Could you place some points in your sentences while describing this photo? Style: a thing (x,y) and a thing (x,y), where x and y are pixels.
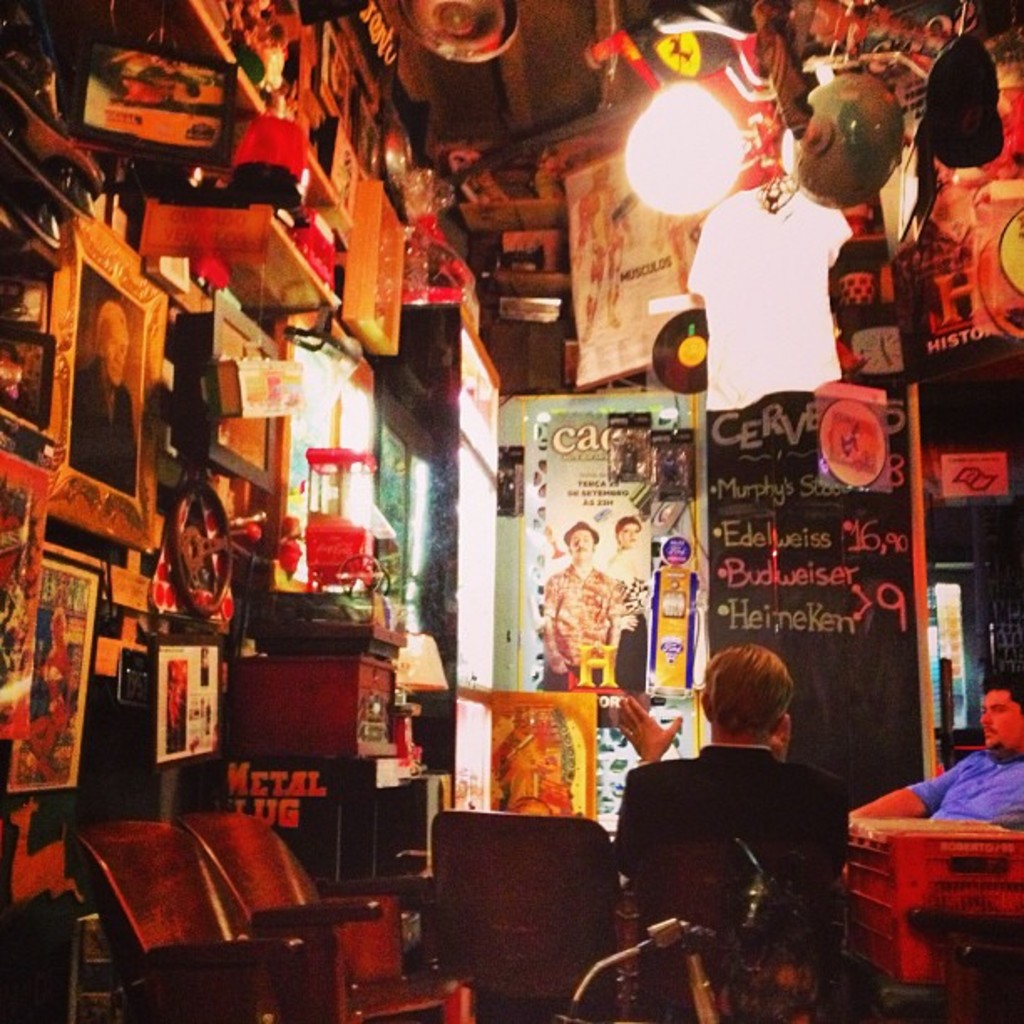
In this image we can see some posters (76,634), picture frames (95,296), lights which are attached to the wall (64,928), there are two persons (726,839) sitting on chairs (827,938) discussing between themselves and in the background (505,560) we can see a door (554,584).
